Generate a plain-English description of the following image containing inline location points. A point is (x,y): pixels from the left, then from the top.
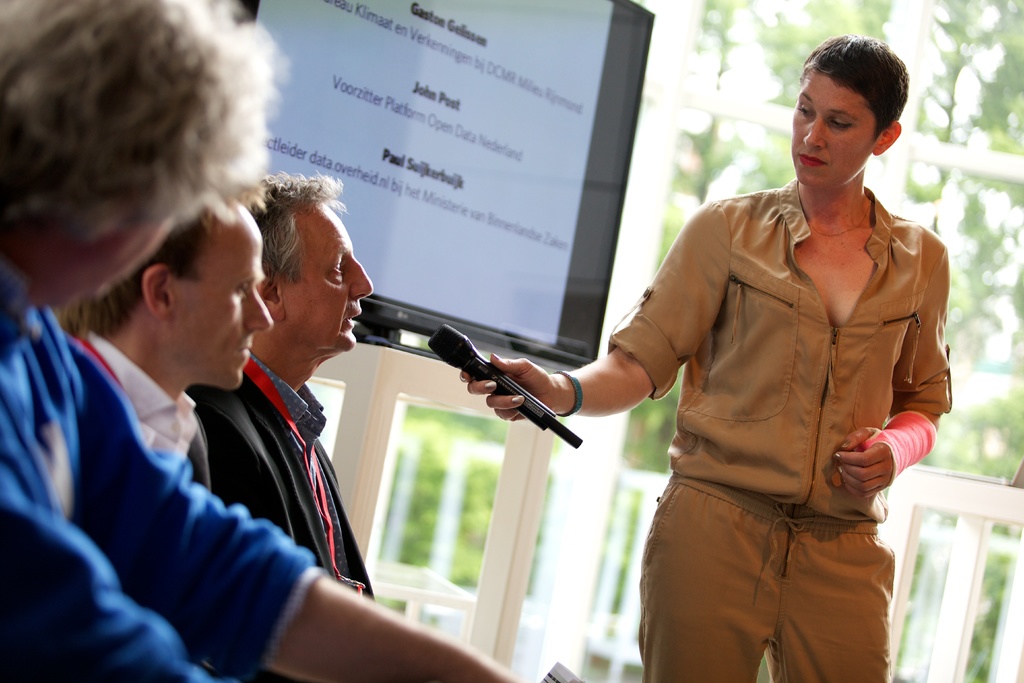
In this image, on the right side (846,269), we can see a person (828,324) standing and holding a microphone (529,398). On the left side (239,373), we can see three people (41,558) are sitting. In the background (514,83), we can see a screen (569,98), trees (1010,86), grill (918,484).
